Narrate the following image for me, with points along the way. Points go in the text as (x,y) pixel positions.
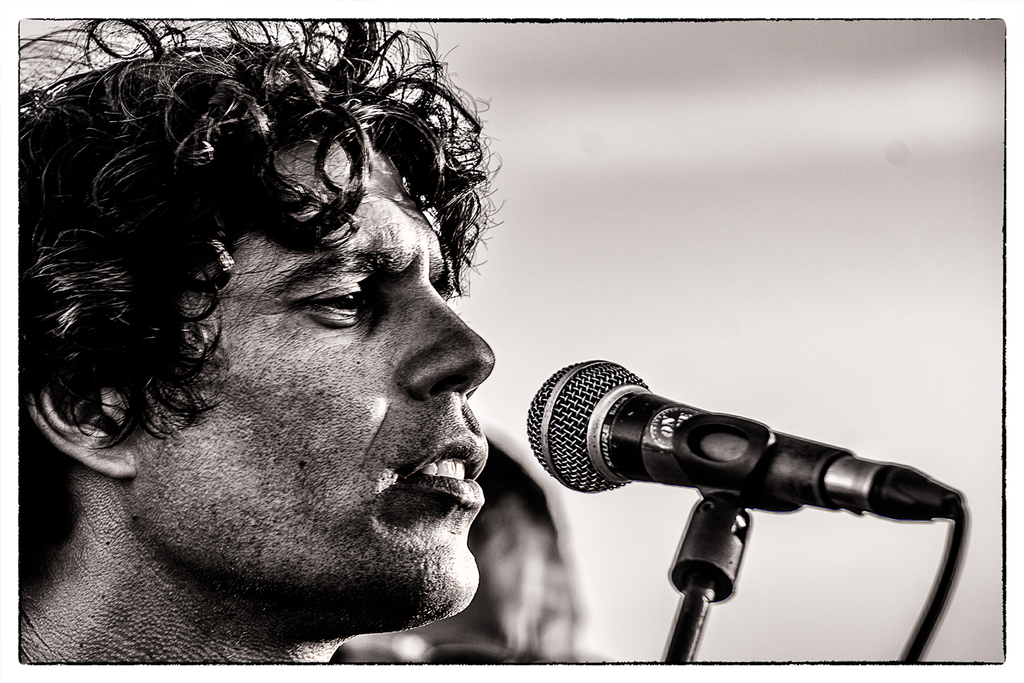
This is a black and white image. In this image we can see a man (295,265). In front of him there is a mic (672,470) with stand (712,487). In the background (690,342) it is blur.
